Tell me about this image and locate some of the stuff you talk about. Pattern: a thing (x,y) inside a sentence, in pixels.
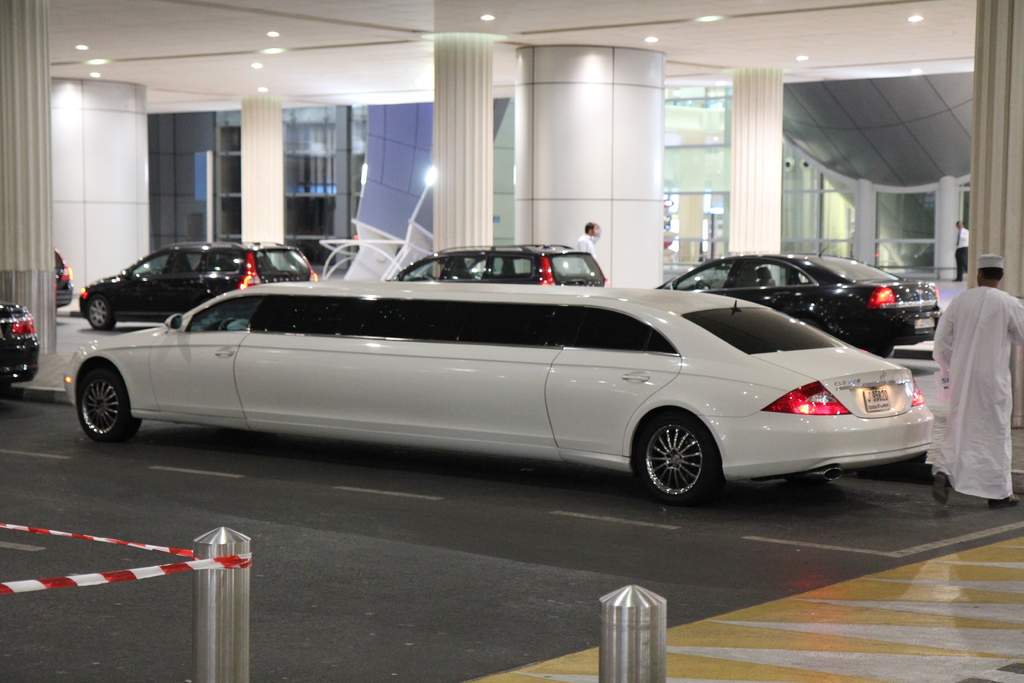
In this image I can see few vehicles (423,418), in front (472,375) the vehicle (550,384) is in white color and the person (992,298) at right (970,362) is wearing white color dress (970,389). Background (98,186) I can see a wall (162,202) and few pillars (26,167) in white color and I can see few glass doors (301,189).
